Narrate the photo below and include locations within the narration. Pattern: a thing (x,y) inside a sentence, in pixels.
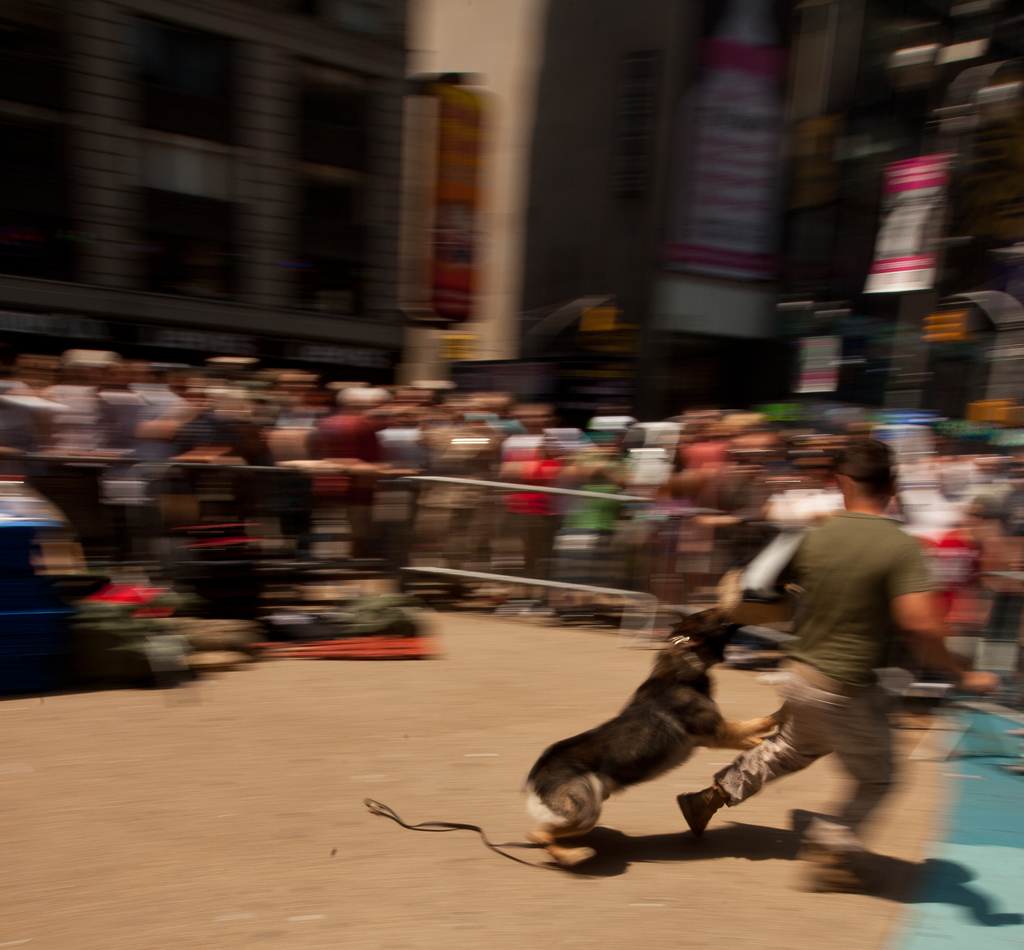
Background (811,207) is very blurry. We can able to see few banners (923,211). We can see crowd (330,393) of people (820,496) standing here. We can see a dog (637,750) is running towards this man (849,583) and it is chasing.
